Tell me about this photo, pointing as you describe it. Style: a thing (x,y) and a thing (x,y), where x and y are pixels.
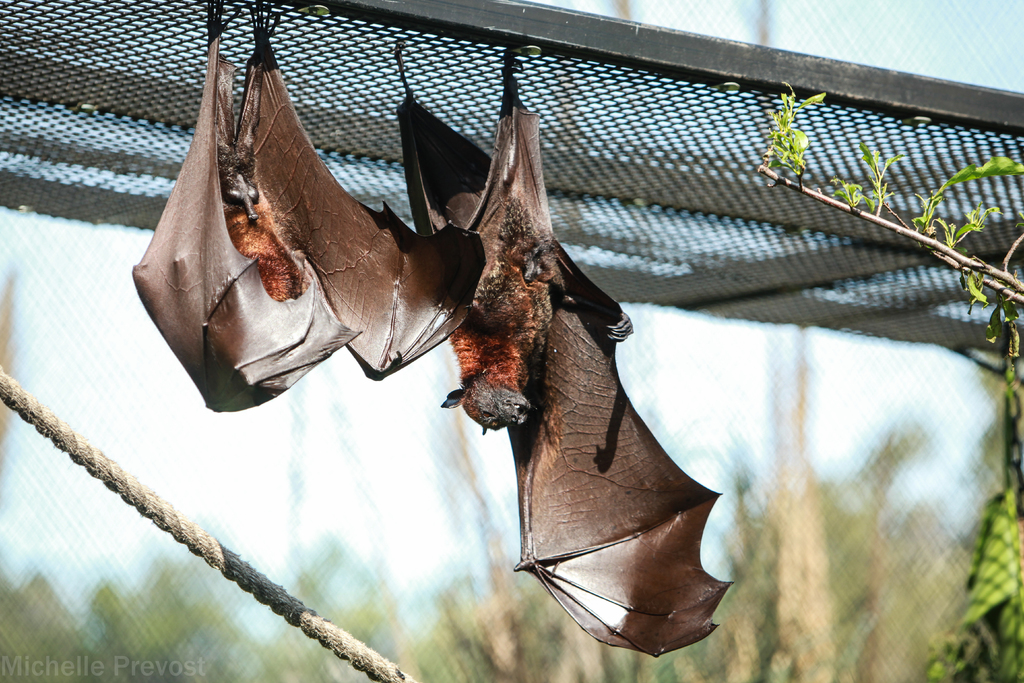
In the image we can see two bats (329,250), rope (225,577) and leaves (782,155). Here we can see the mesh (703,128) and the background (77,650) is blurred, and on the bottom left (12,670) we can see the watermark (75,668).
